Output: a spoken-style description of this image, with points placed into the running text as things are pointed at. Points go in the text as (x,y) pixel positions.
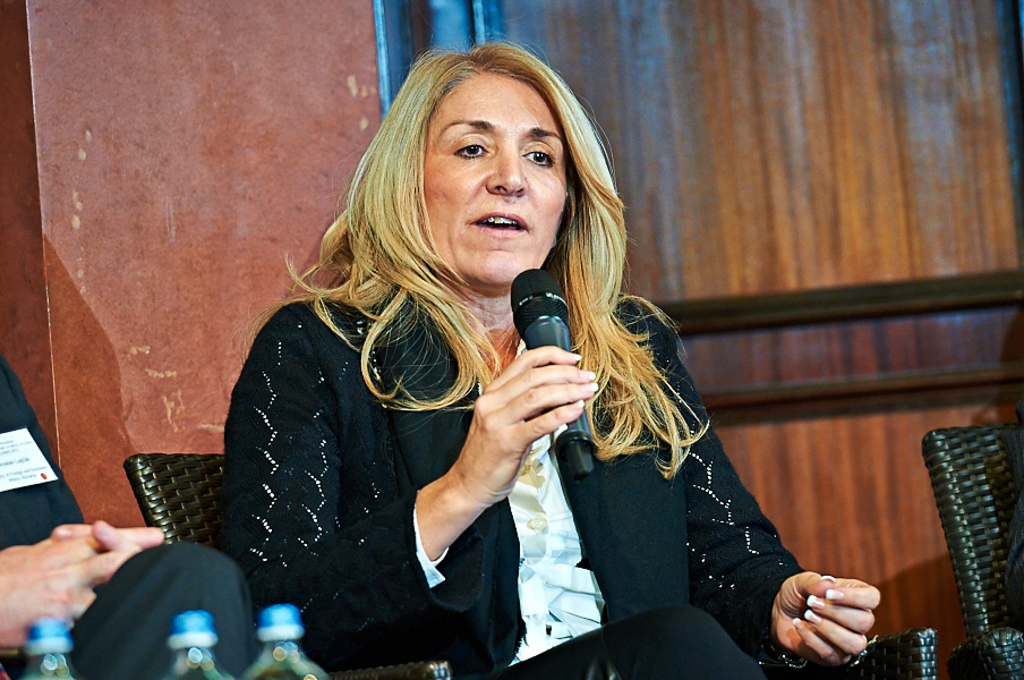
In this image in front (596,633) there is a person (625,602) sitting on the chair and she is holding the mike (549,315). Beside her there are two other persons (8,593) sitting on the chairs (964,516). In front of them there are bottled waters (179,648). Behind them there is a wall (143,192).
